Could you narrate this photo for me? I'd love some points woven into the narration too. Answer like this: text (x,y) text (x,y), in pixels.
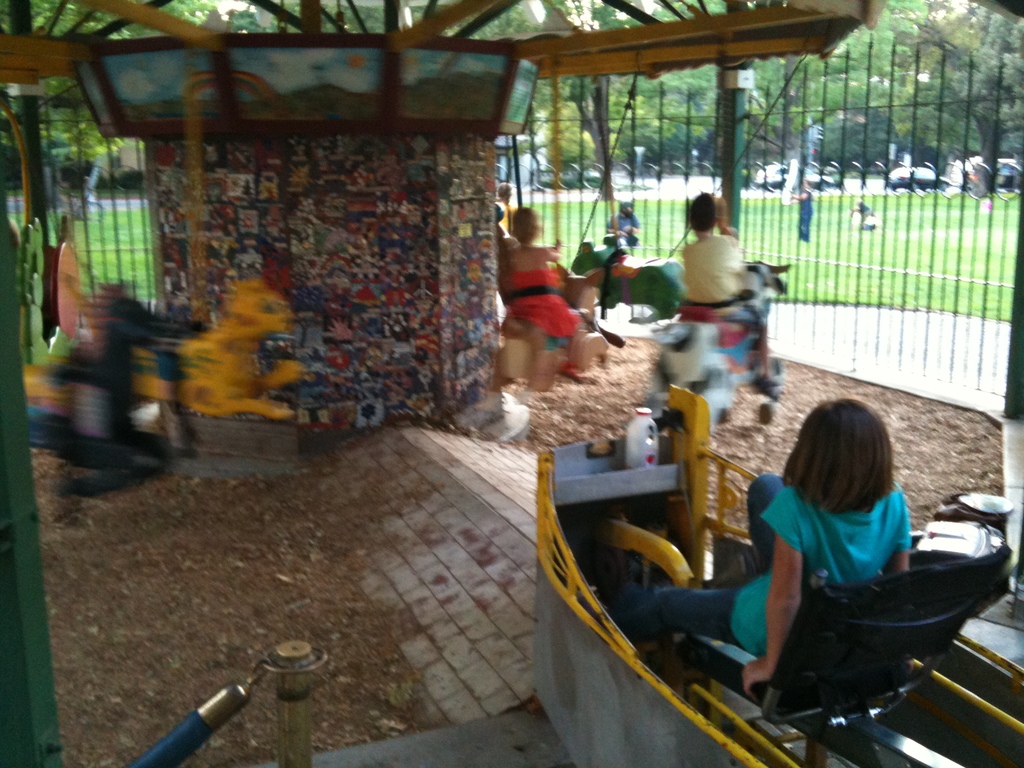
In this picture there are people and we can see ride (470,223), fence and objects (589,526). In the background of the image (830,255) we can see grass (990,267), persons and trees (833,146).
